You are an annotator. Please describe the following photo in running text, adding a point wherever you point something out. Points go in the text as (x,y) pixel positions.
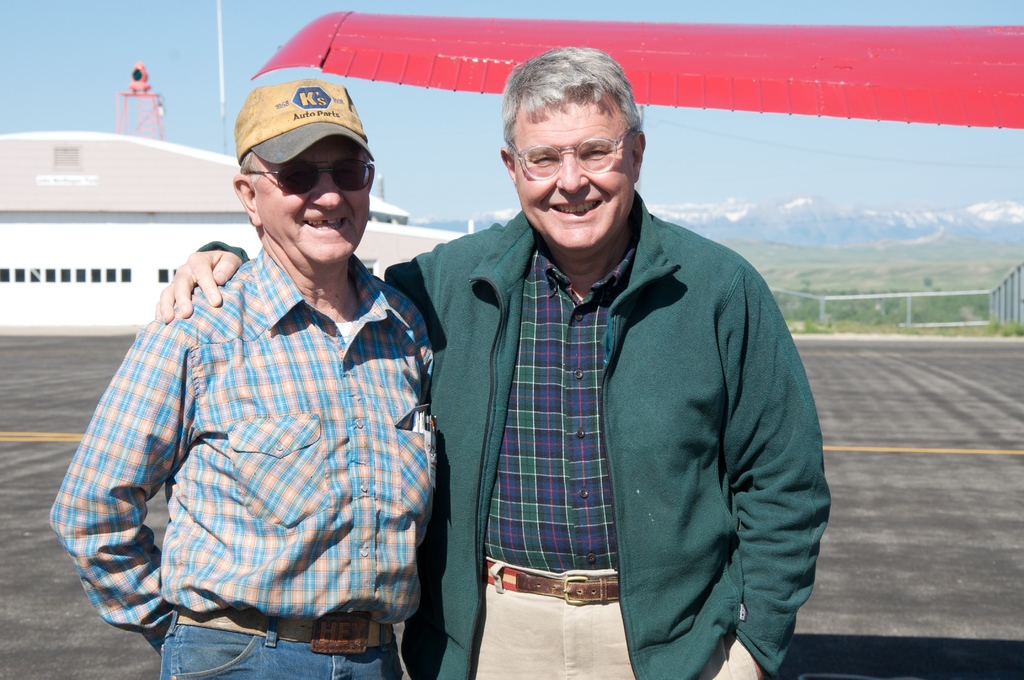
In this image we can see men (391,593) standing on the road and smiling. In the background (878,302) there are buildings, grills (926,296), trees (863,300), hills (836,249), mountains (835,242) and sky (441,120).
